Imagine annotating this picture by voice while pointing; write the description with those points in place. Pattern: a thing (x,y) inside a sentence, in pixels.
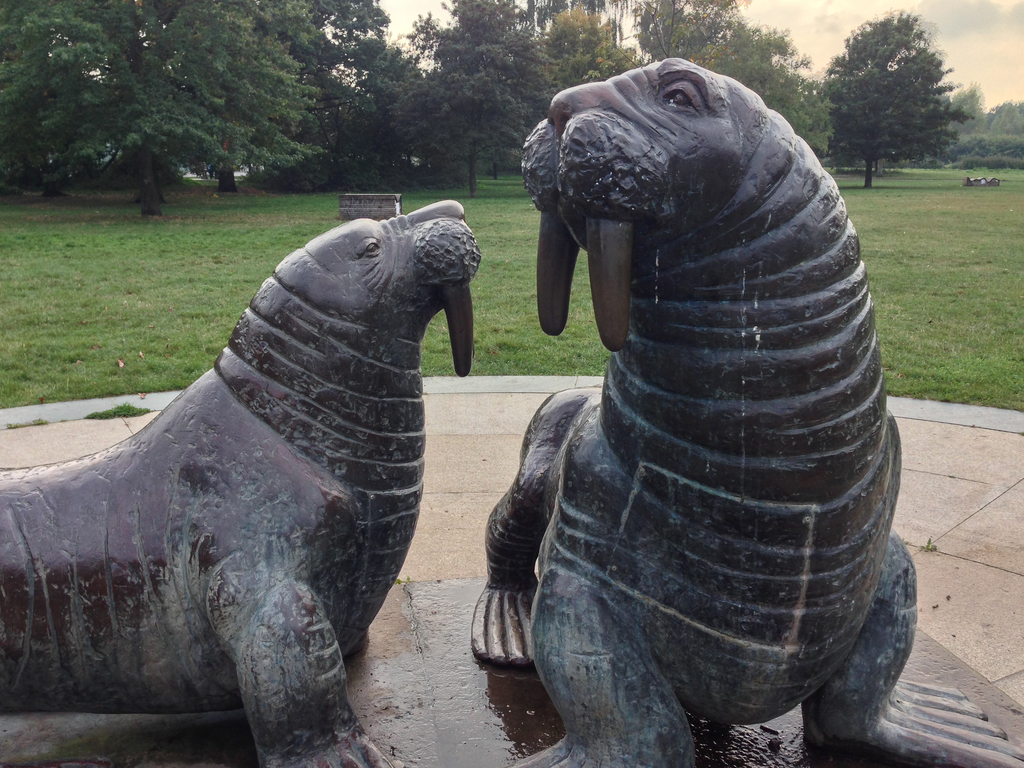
There are statues of walrus (746,437) on a platform (922,414). In the back (317,176) there is grass (918,304), trees (481,48) and sky (936,41).
